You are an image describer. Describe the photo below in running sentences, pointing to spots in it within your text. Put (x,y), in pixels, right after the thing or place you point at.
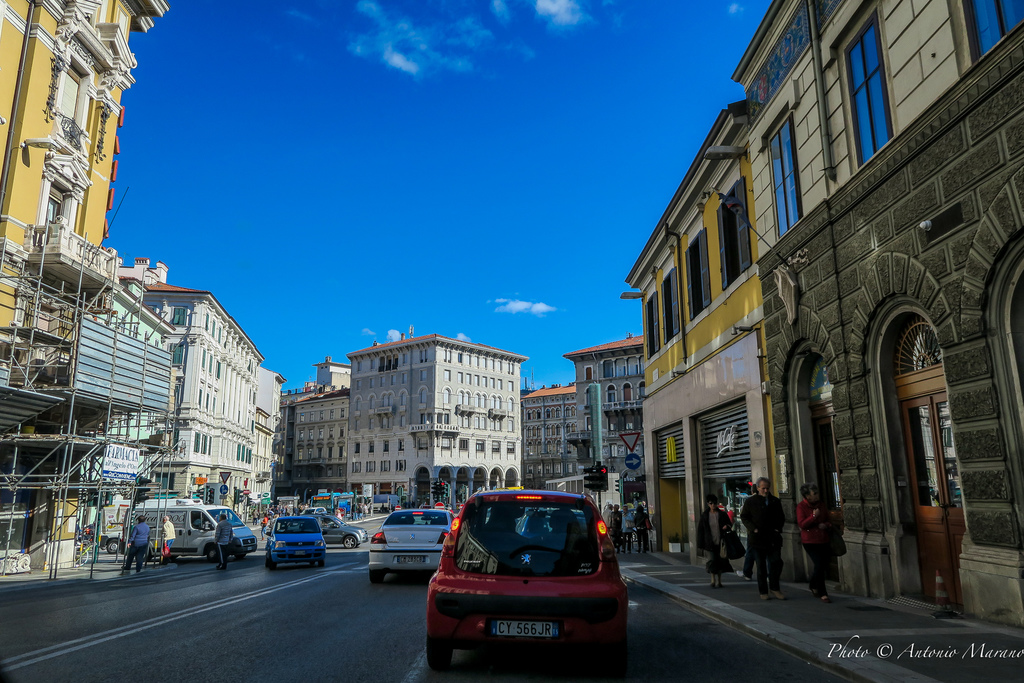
In the picture we can see a road (312,625) on it, we can see some vehicles (478,581) are coming and going and besides it, we can see some people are walking on the path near the building (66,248) and background is covered with buildings (498,439) and windows (332,416) in it and on the top of it we can see a sky (415,237) with clouds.
